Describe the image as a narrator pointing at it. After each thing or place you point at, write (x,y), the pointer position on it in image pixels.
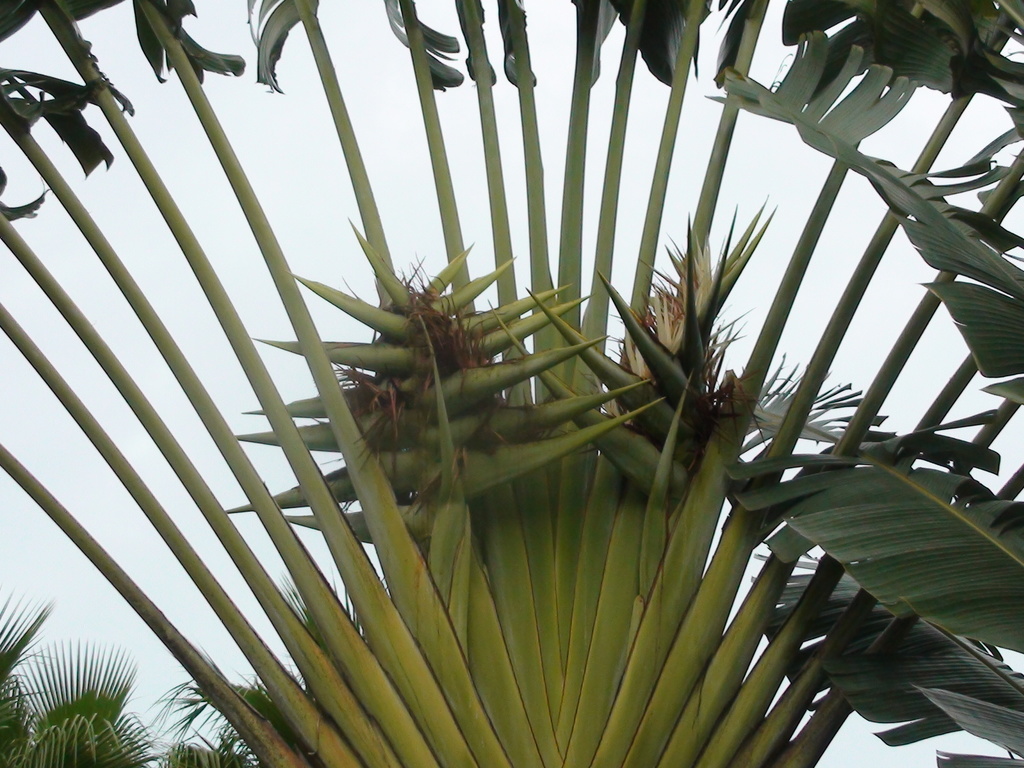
In this image we can see trees (601,572) and leaves (71,89). In the background of the image (345,212) there is sky (234,253).
